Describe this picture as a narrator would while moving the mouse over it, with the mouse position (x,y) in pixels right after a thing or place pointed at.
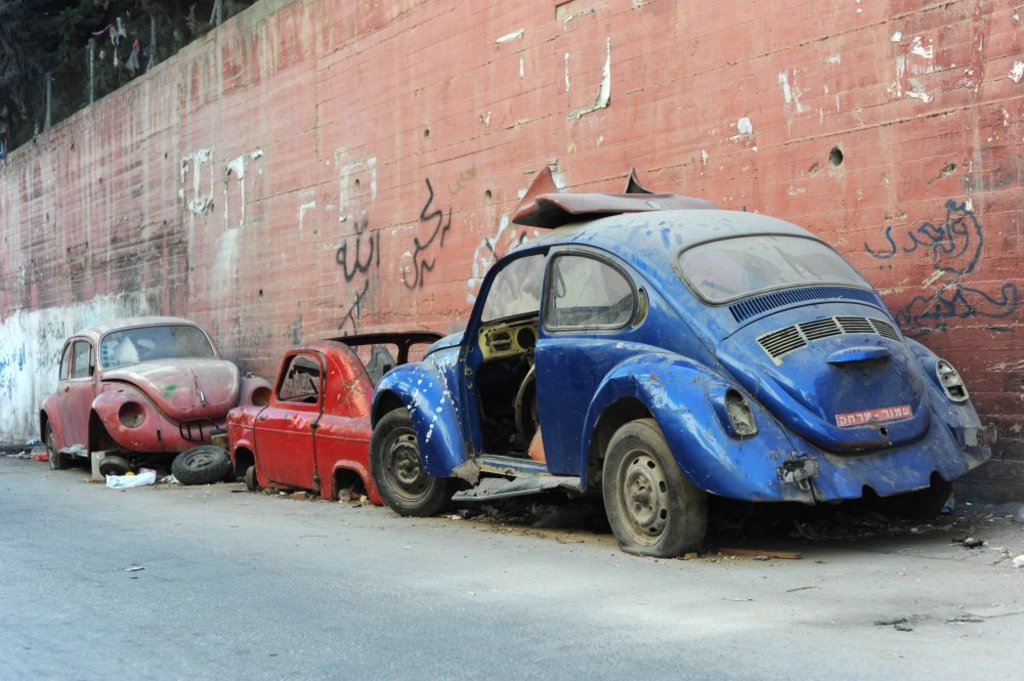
At the bottom of the picture (323,525), we see the road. In the middle of the picture (549,343), we see damaged cars (394,386) which are in red and blue color. Beside that, we see a wall (362,192) which is made up of bricks (841,242). In the left top of the picture (14,28), we see the poles (50,97) and trees (82,67).
